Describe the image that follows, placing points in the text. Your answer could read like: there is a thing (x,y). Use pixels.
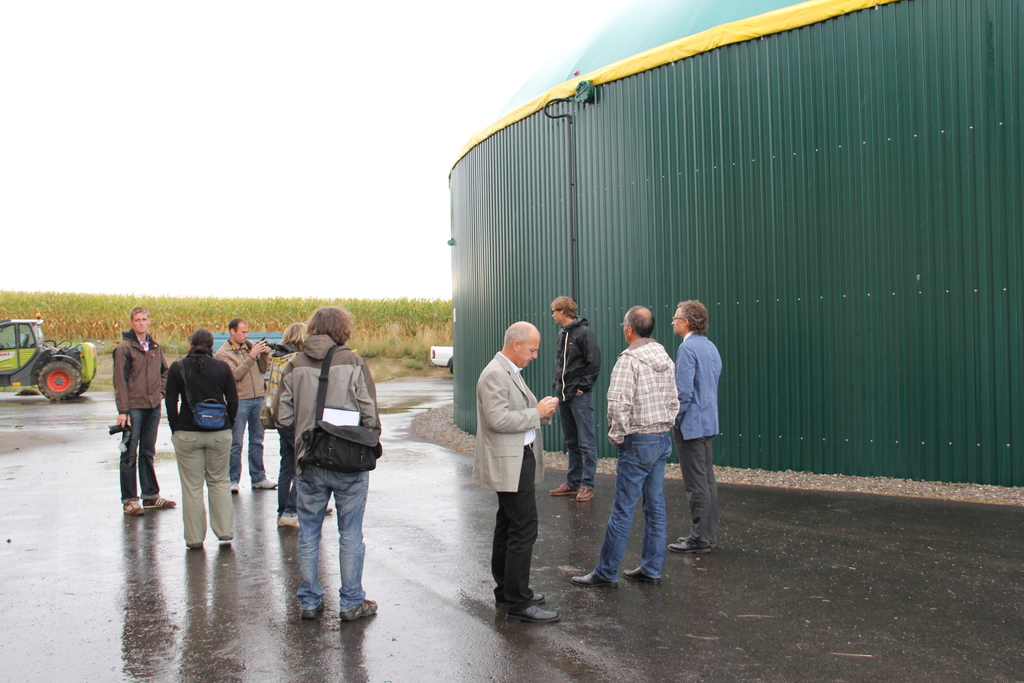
In this image there are many people (655,370) few of them are holding camera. Here there is a vehicle (29,353). In the background (77,324) there are crops (410,328). This is a building (726,142).
